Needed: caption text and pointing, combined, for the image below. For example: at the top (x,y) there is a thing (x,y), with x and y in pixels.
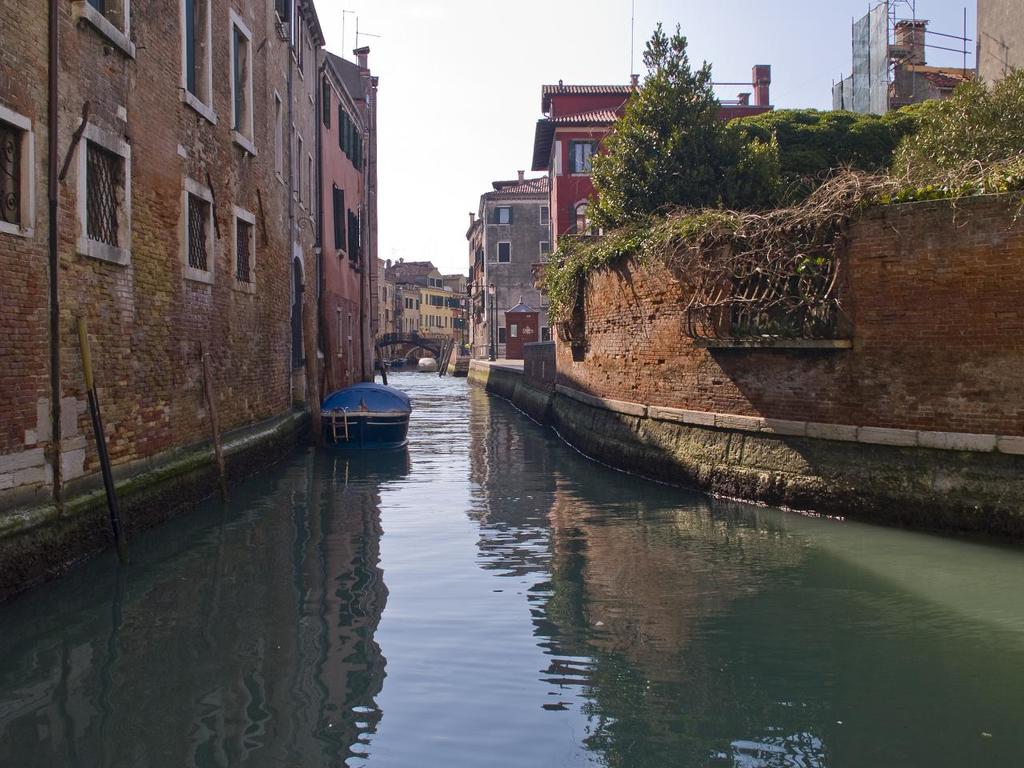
In this image on the left side (165,256) and on the right side (724,116) I can see buildings (334,276), between the building (197,421) I can see the canal (422,449), on the canal (391,476) I can see a boat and on the right side (882,117) building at the top (886,125) I can see trees (646,97) and at the top (453,45) I can see the sky (534,50).
